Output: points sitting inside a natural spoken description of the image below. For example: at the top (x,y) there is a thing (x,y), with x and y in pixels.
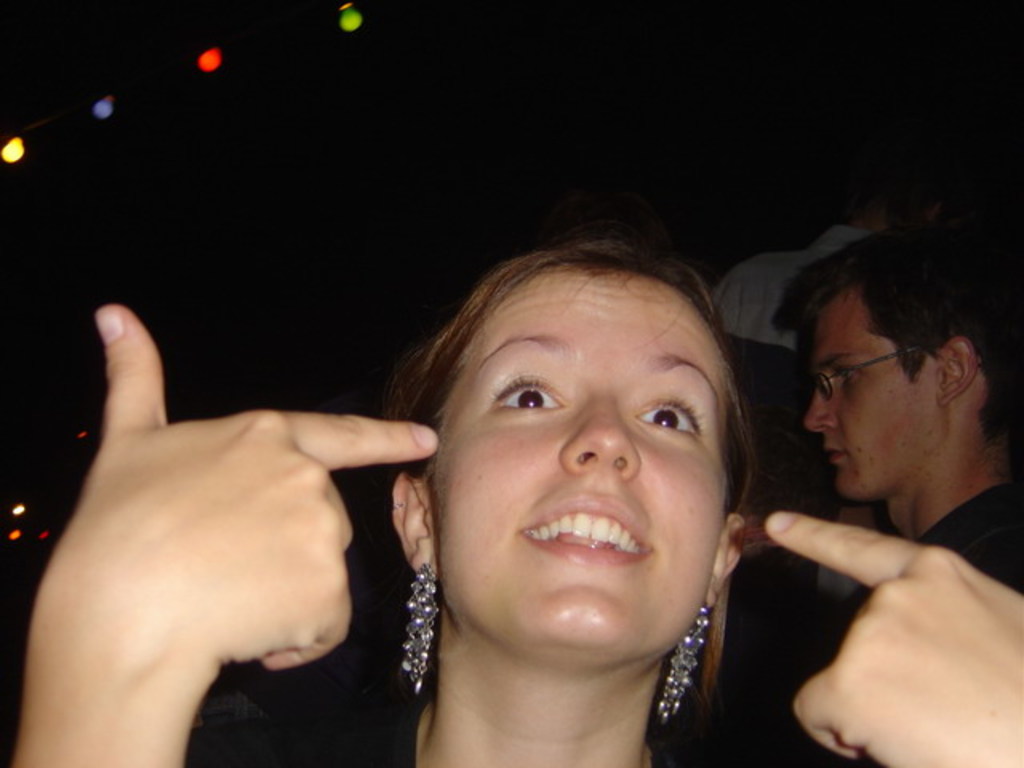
In the center of the image (562,465) we can see a lady (551,620) is wearing the earrings (417,581). On the right side of the image (993,460) we can see two persons (845,304) are standing. At the top of the image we can see the lights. In the background (385,177) the image is dark.
